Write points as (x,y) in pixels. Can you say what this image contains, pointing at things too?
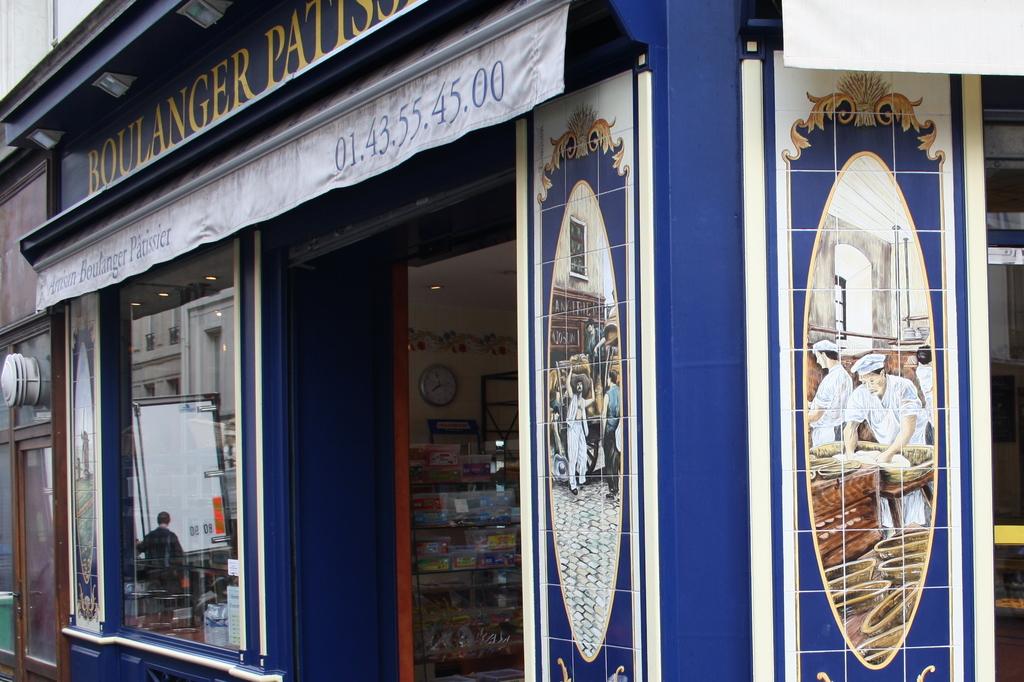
In this picture we can see the buildings (638,397). In the bottom left corner (58,610) there is a door (50,646), beside that we can see the window (212,502). In that glass (218,460) we can see the reflection (223,415) of a person (152,552), another building (223,371), road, fencing (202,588) and street lights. On the right (910,226) we can see the posters (875,262) on the wall (972,260). On the top (195,124) we can see the bakery's name (233,85).
